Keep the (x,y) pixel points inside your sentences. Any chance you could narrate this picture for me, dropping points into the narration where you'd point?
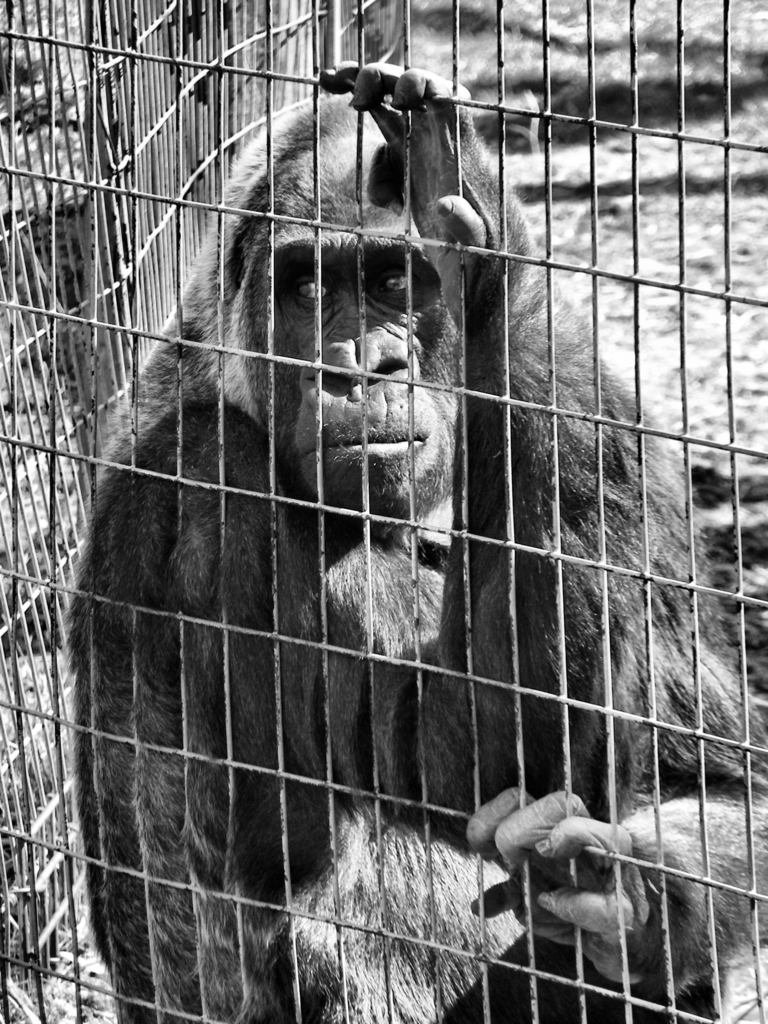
In this image I can see a gorilla (199,683) in the cage (352,649) and the image is in black and white.
